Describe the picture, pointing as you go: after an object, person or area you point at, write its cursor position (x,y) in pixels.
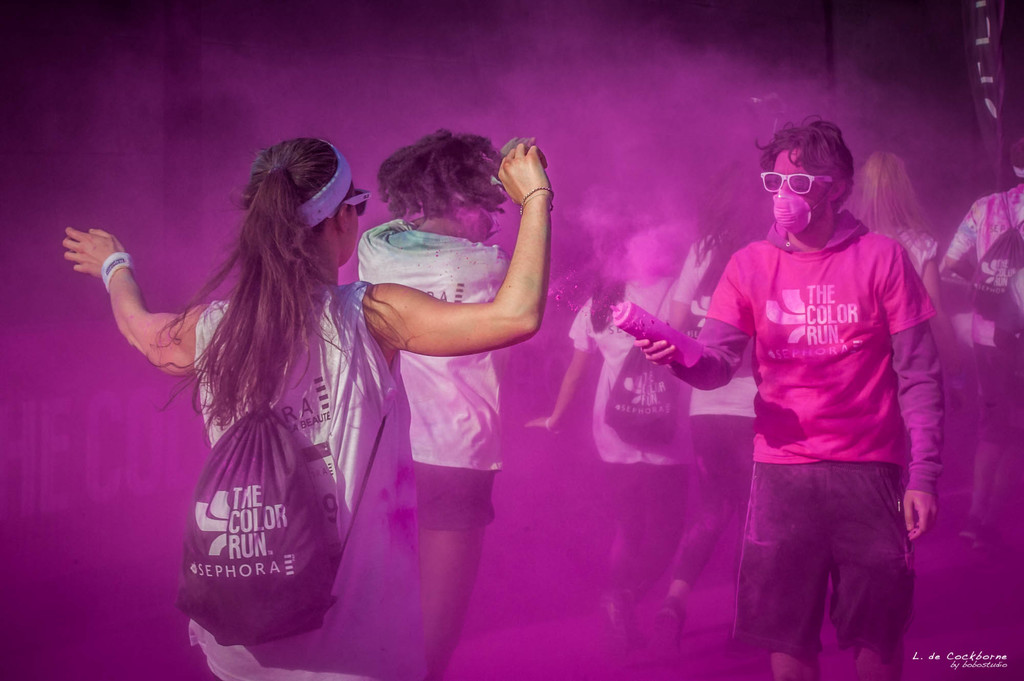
Here we can see three persons (759,497) in the middle (455,315). She wore a bag (300,544) and he is holding a bottle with his hand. In the background (975,223) we can see few persons (991,340).
